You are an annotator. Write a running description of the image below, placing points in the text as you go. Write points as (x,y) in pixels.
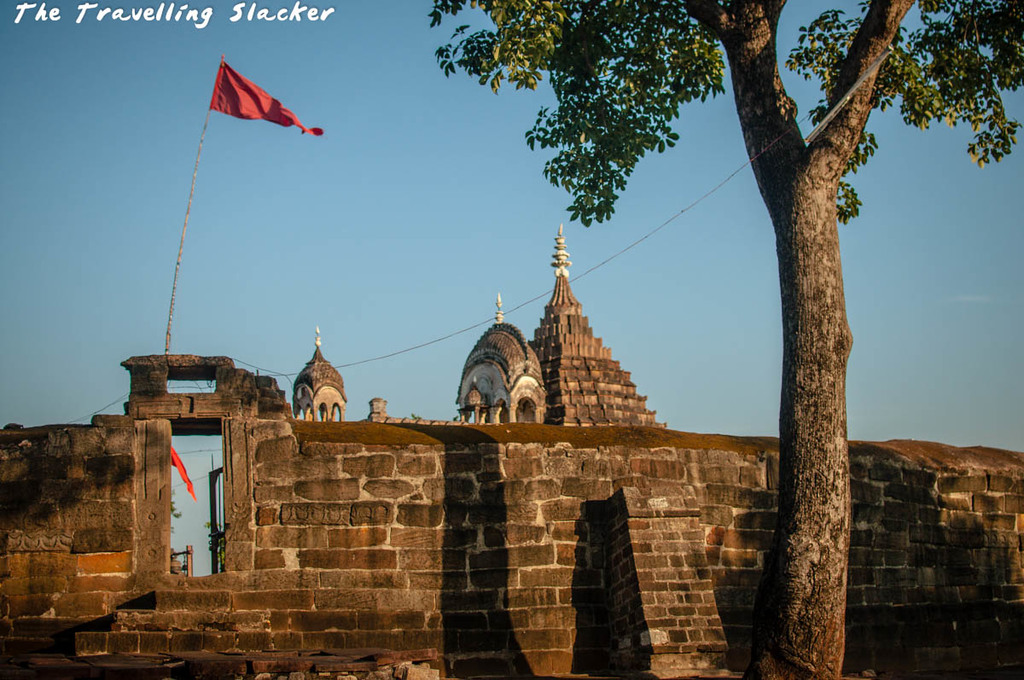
This is an outside view. On the right side (808,373) there is a tree (843,541). At the bottom (486,591) there is a wall (616,554). Behind the wall (381,517) there is a construction (508,391). It seems to be a temple (543,374). On the left side (234,91) there is a flag (226,109). At the top of the image (429,160) I can see the sky (417,173) and there is some text (83,7).
